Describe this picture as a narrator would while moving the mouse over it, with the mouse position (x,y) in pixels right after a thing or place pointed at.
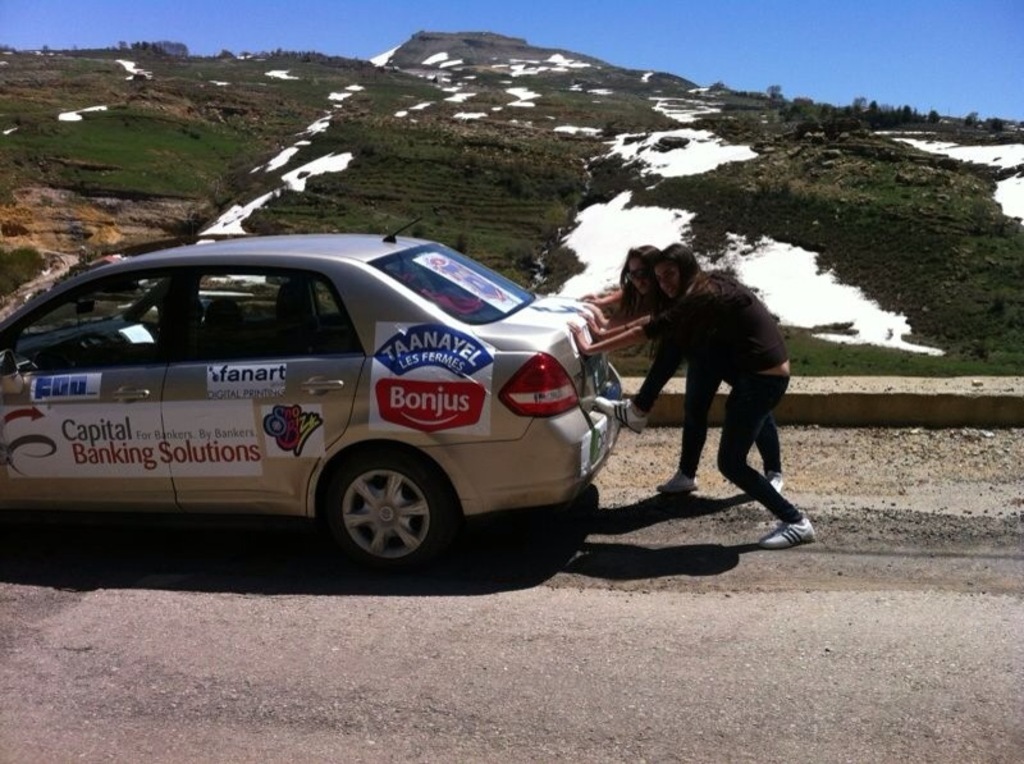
In this image I can see a car (379,482) and I can see two persons (737,350) visible back side of the car (577,380) and at the top (493,178) I can see the hill (651,178) and the sky (787,77).
